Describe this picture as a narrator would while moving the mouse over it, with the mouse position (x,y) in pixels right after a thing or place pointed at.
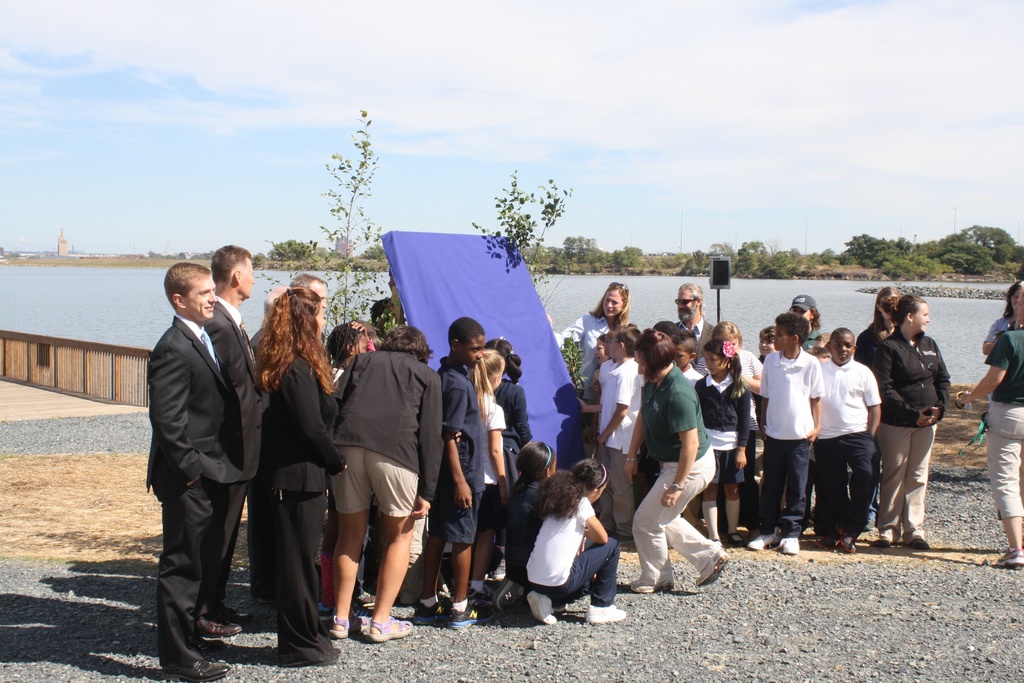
In this image we can see many people (185,323). We can see the lake (66,293) in the image. There are many trees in the image. We can see the clouds (586,119) in the sky (485,114). There is a fence (82,374) in the image.
